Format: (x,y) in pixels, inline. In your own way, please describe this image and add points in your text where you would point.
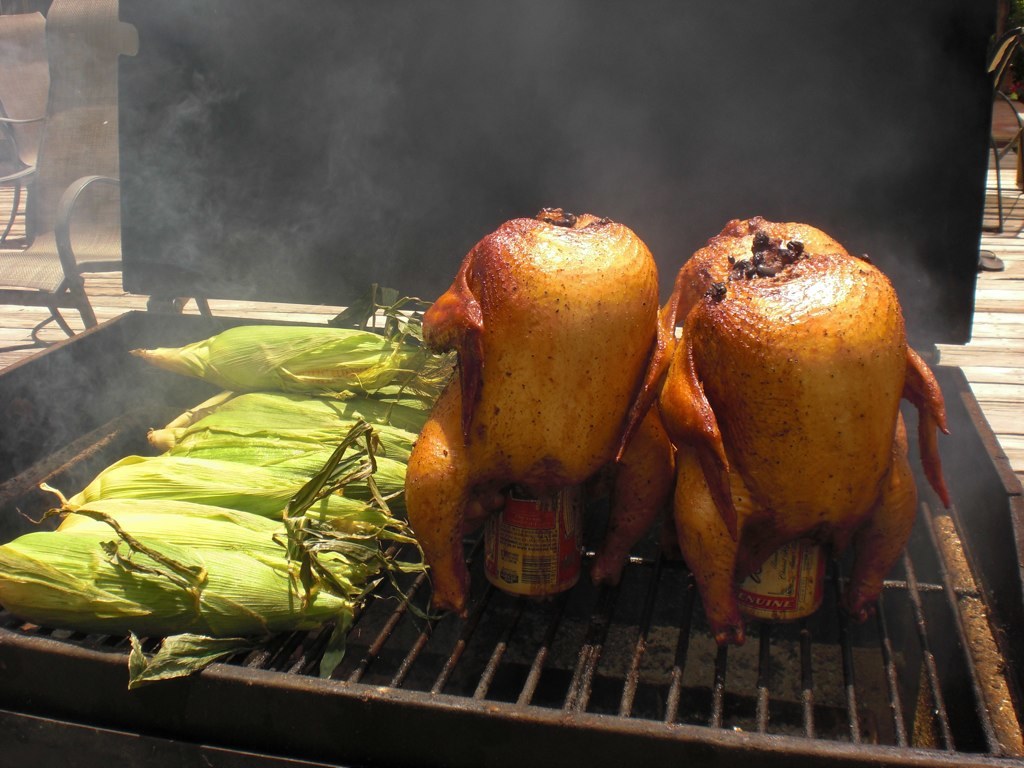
In this picture there are maize (260,411) and drunken chicken (578,249) on the net (20,498) for grilling and there are chairs (14,78) in the background area of the image (56,33).
